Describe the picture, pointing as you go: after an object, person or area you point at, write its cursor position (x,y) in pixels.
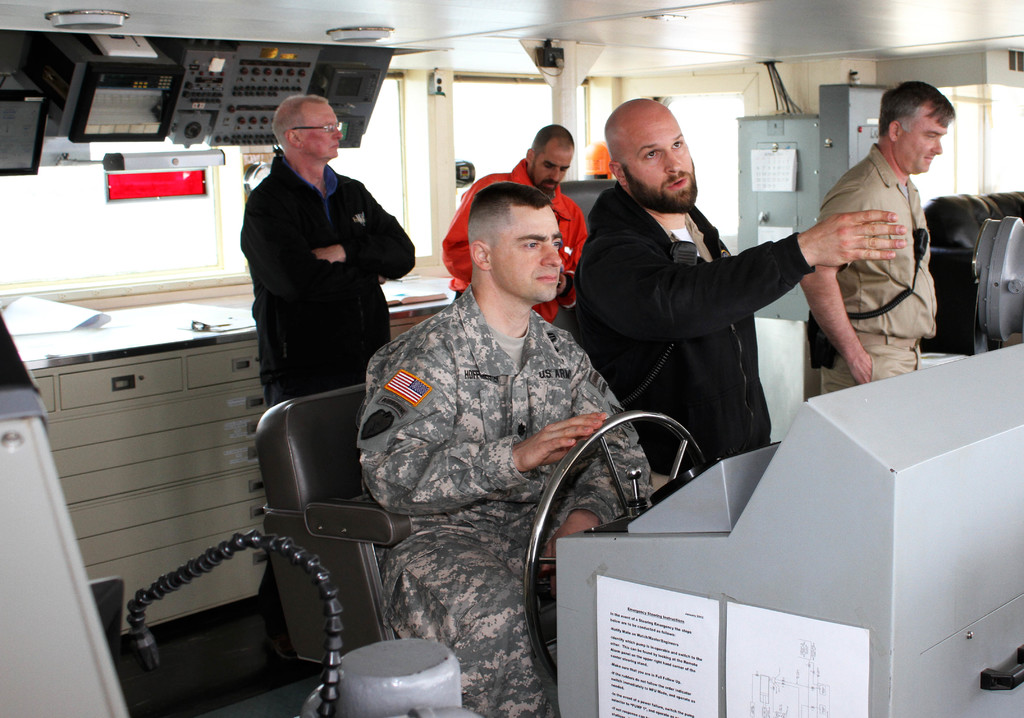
In this picture there is a soldier (404,488) who is holding the steering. Beside there is a man (706,317) wearing black coat (697,305) showing the directions. In the background (319,303) we can see three persons (322,313) are standing. Above we can see the some switches boards (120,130).
